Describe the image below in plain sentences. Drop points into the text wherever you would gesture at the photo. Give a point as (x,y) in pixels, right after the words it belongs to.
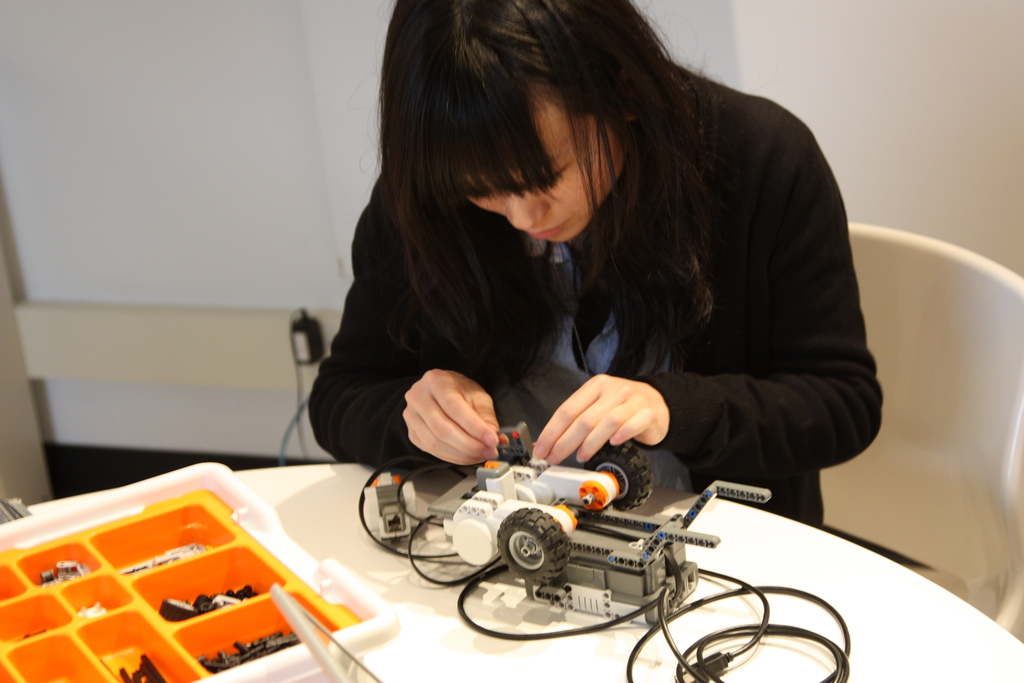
In this image I can see the person (457,350) sitting in-front of the table (489,641) and holding an object (514,526) which is in white and black color. To the side I can see the tray (182,526) with some tools (197,612). I can see the white and cream color background (179,348).
